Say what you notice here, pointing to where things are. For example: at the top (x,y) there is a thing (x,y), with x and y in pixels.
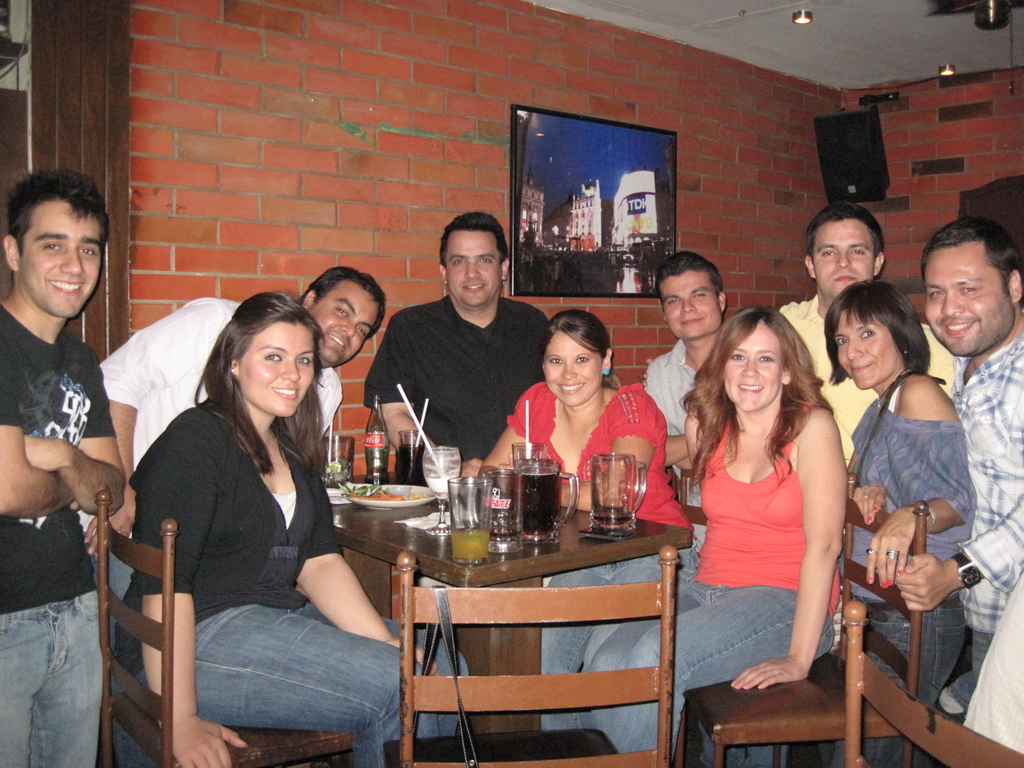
A group of people (175,349) inside this room (433,568). This 3 persons (254,609) are sitting on a chair (823,687). On table (509,627) there are glasses (507,493), plate (386,485) and bottle (366,438). A picture (624,168) is attached to this brick wall (328,135). On the top (839,162) there is a sound box (835,150).
